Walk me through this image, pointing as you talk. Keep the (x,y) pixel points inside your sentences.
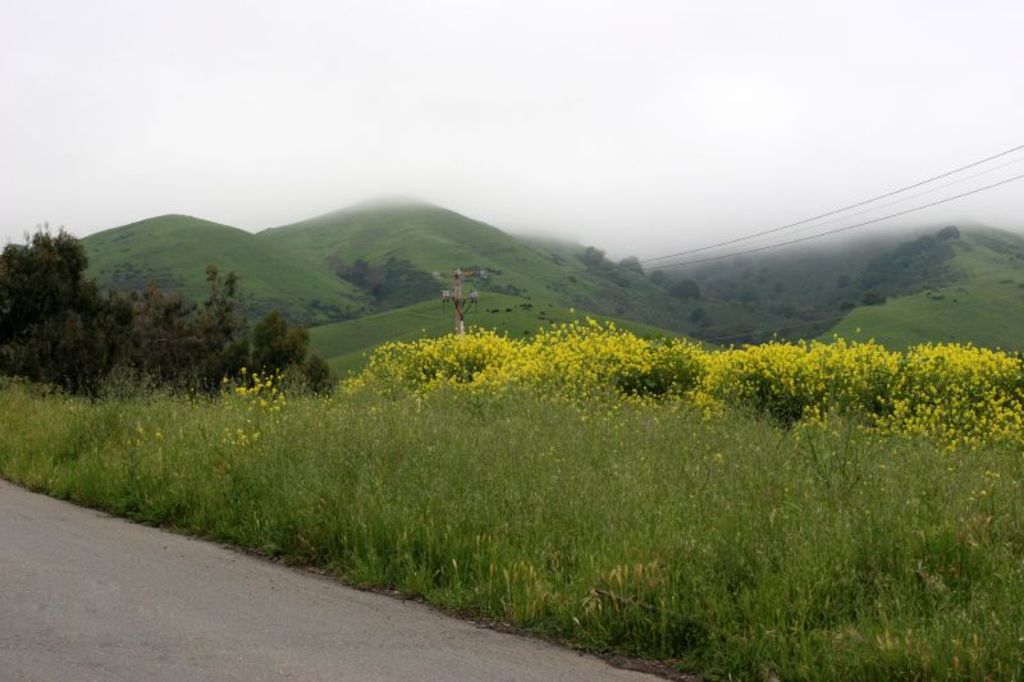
In this image I can see the hill (909,266) and power line cables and grass (787,438), flowers (888,370) and at the top (543,110) I can see the sky (484,153).
